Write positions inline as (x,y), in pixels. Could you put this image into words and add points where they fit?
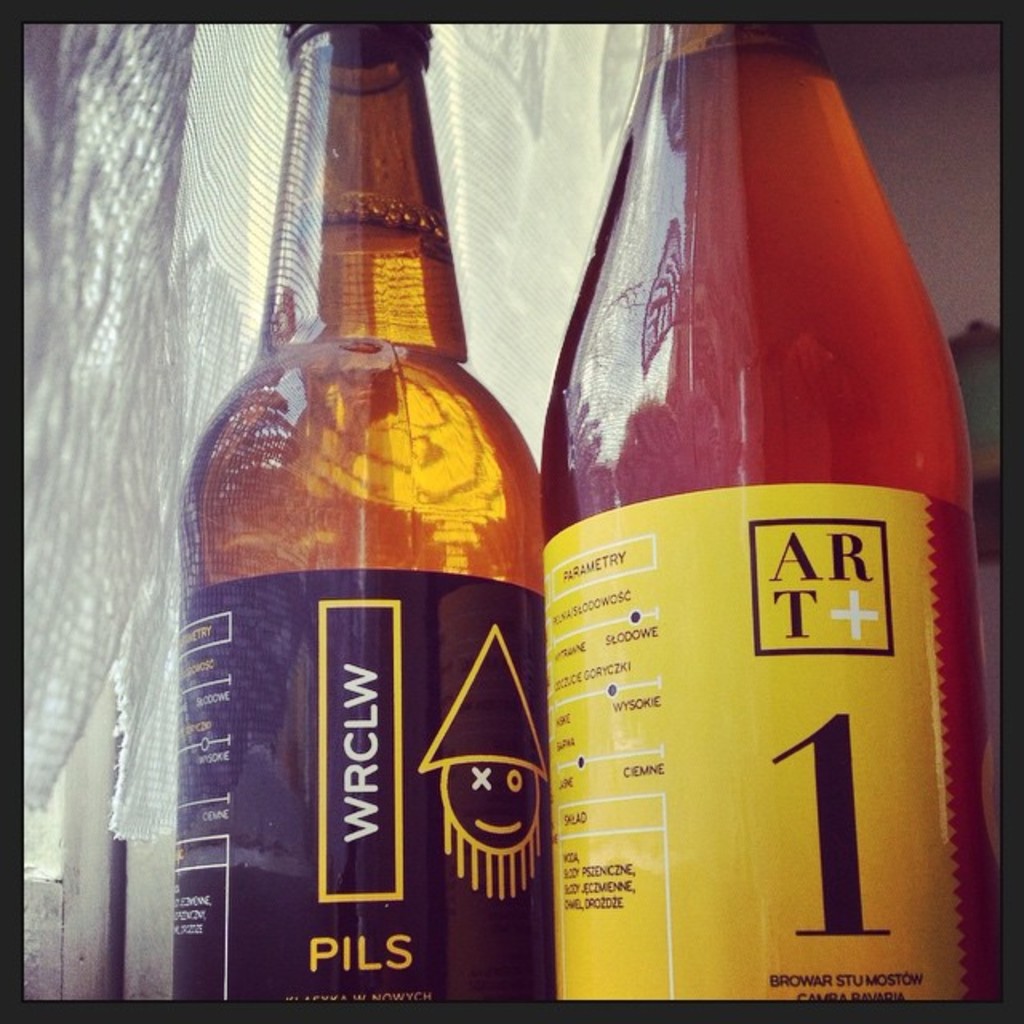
In the foreground of the image (474,620), there are two bottles (920,908) filled with beverage (870,347). In the background (941,170) rightmost, I can see a wall (967,128) of light pink in color. At the bottom middle of the image (484,898), there are labels (486,911) on the bottles (960,398). In the background (140,41), I can see a net (86,304) of white in color.
